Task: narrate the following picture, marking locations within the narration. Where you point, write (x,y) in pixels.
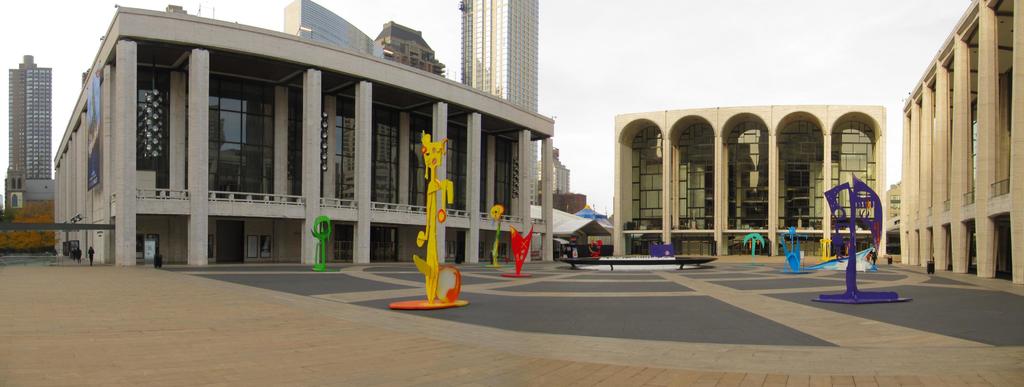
In this image in the center (567,199) there are some buildings (382,196) and in the foreground (433,215) there are some sculptures (428,272), at the bottom (405,366) there is a walkway (762,358) and on the left side (26,170) there are some buildings (32,177) and trees (37,214). In the background (491,35) there are some skyscrapers (519,47) and some tents (579,226), on the top of the image (709,31) there is sky (828,58).
